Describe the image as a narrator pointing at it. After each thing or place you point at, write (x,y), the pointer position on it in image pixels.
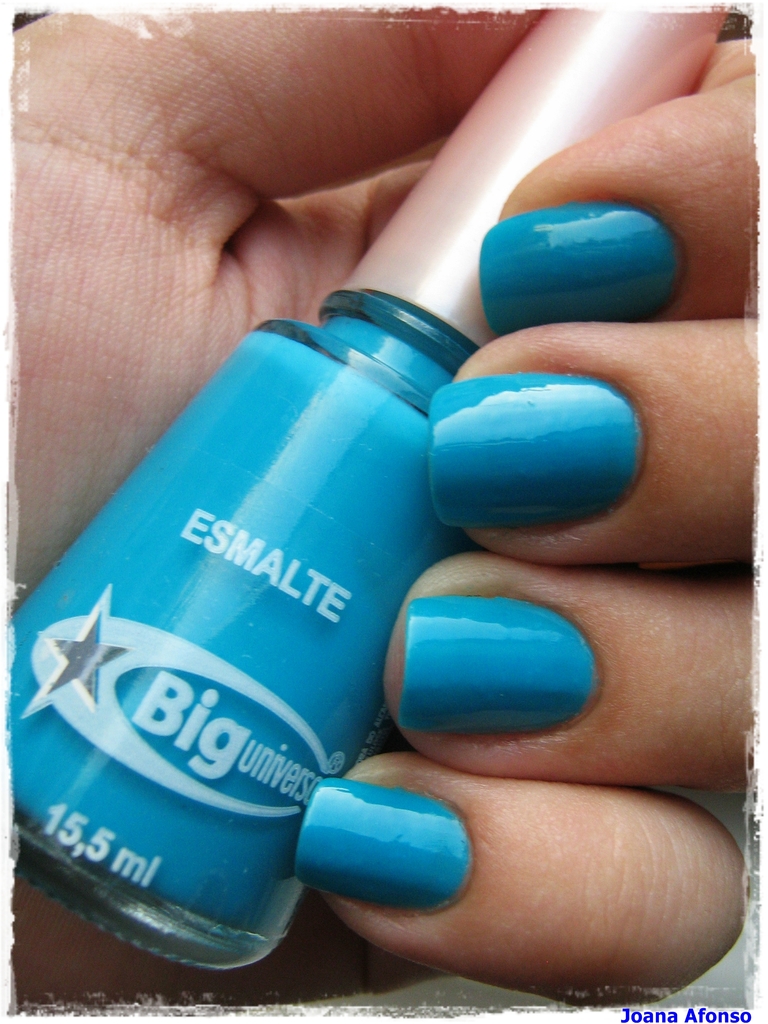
In this image I can see a person hand (385,213) and the person (396,160) is holding a blue color nail-polish (346,307).
